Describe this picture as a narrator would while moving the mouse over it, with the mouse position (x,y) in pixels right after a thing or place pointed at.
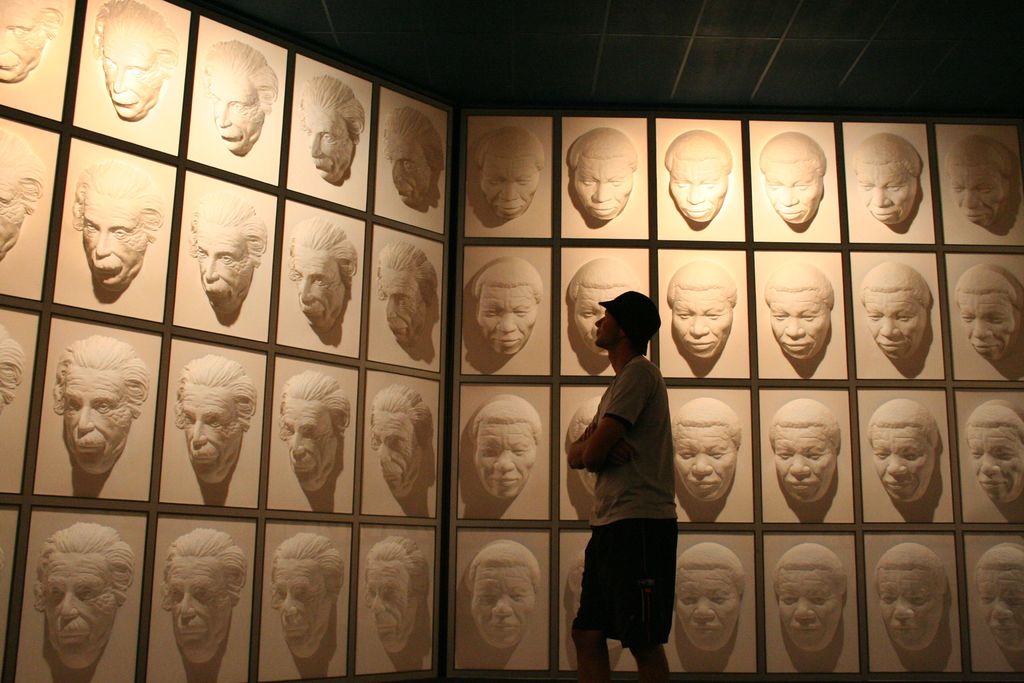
In this picture we can see a person (599,535) and in the background (487,481) we can see a roof (269,6) and sculptures (499,493) of people faces (785,277) on the wall (755,286).
